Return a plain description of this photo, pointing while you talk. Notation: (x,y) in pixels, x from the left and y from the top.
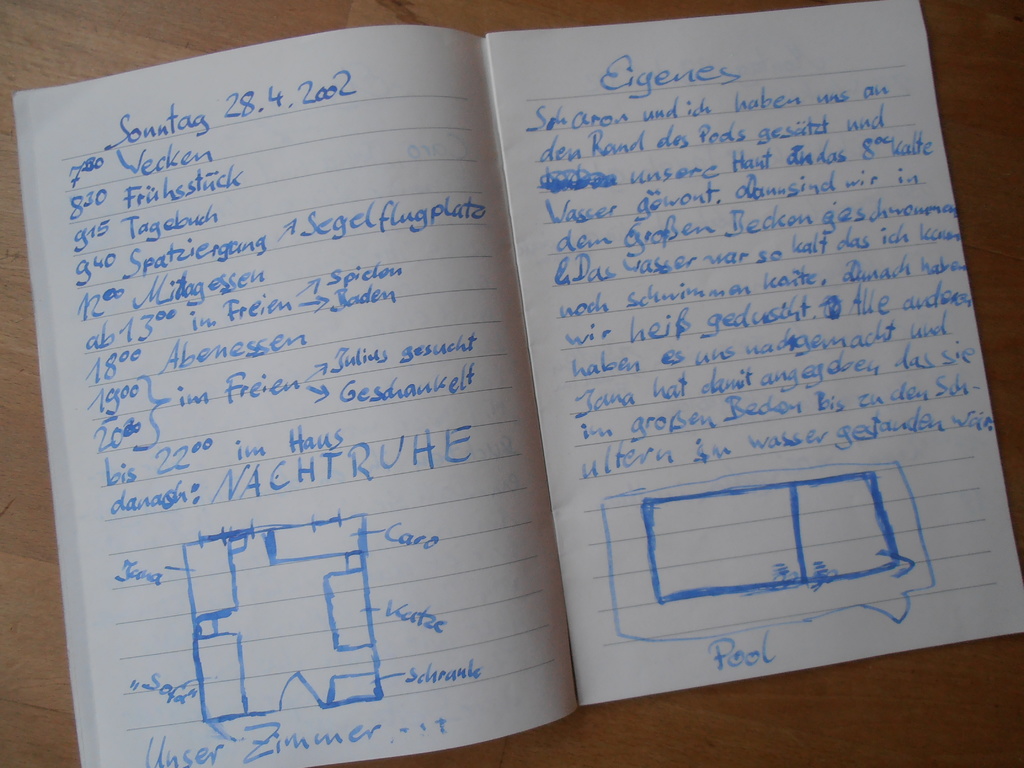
In this image we can see a book (623,435) with some text (679,397) in it on the wooden surface (867,698).
